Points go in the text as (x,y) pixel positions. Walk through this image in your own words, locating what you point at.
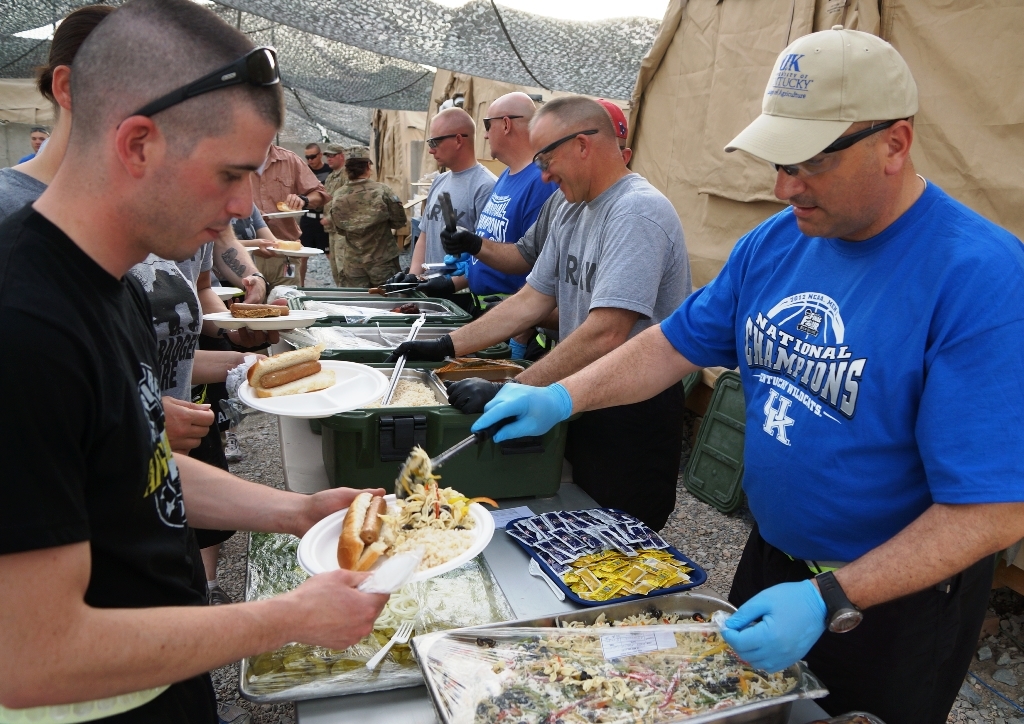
In this image I can see number of people (528,225) are standing and I can see most of them are wearing goggles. On the left side (273,171) I can see few people (276,181) are holding plates (363,388) and in these plates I can see different types of food (310,387). On the right side (911,350) I can see few people (488,243) are wearing gloves (468,262) and I can see few of them are holding spoons (449,450). In the centre (404,312) I can see few tables (423,719) and on it I can see containers (402,421), plates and food (589,668). In the background (728,102) I can see few tent houses (687,123) and on the right side (815,179) I can see one person (815,179) is wearing a cap (788,130).
